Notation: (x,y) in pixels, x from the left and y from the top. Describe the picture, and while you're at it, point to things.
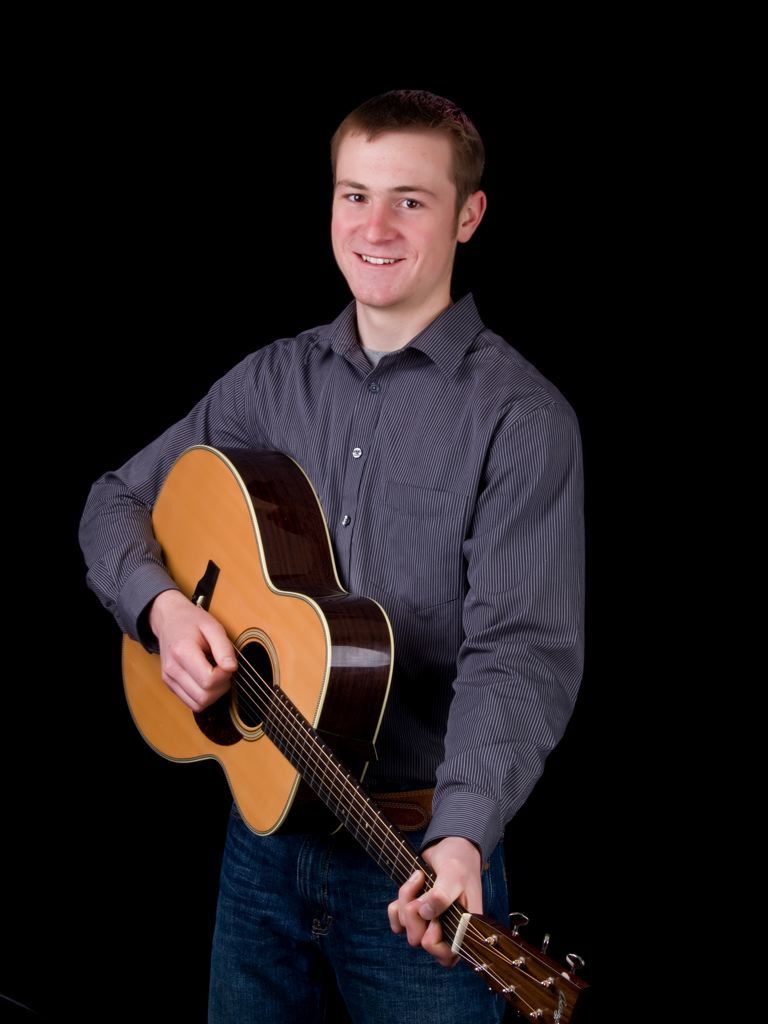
In this image a man (381,103) is standing and holding a guitar (266,518) in his hand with a smiling face (377,240).
